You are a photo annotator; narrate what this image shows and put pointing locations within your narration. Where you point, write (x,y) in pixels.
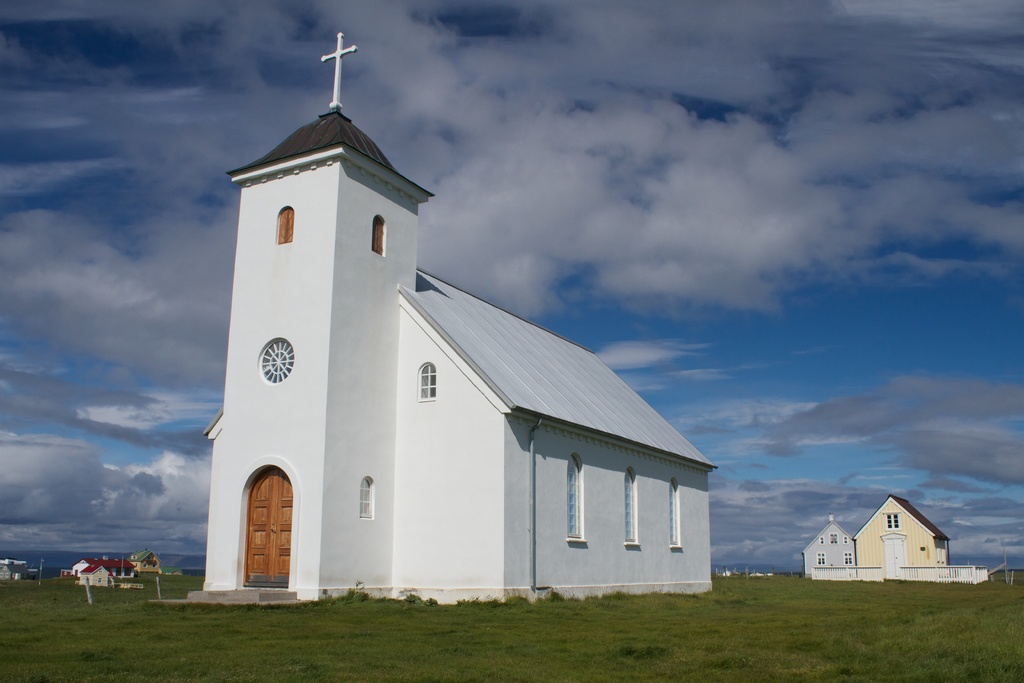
In this image I can see the grass (655,649). I can also see it looks like a church (327,419). In the background (130,566), I can see the houses (827,539) and clouds (704,186) in the sky (668,177).
